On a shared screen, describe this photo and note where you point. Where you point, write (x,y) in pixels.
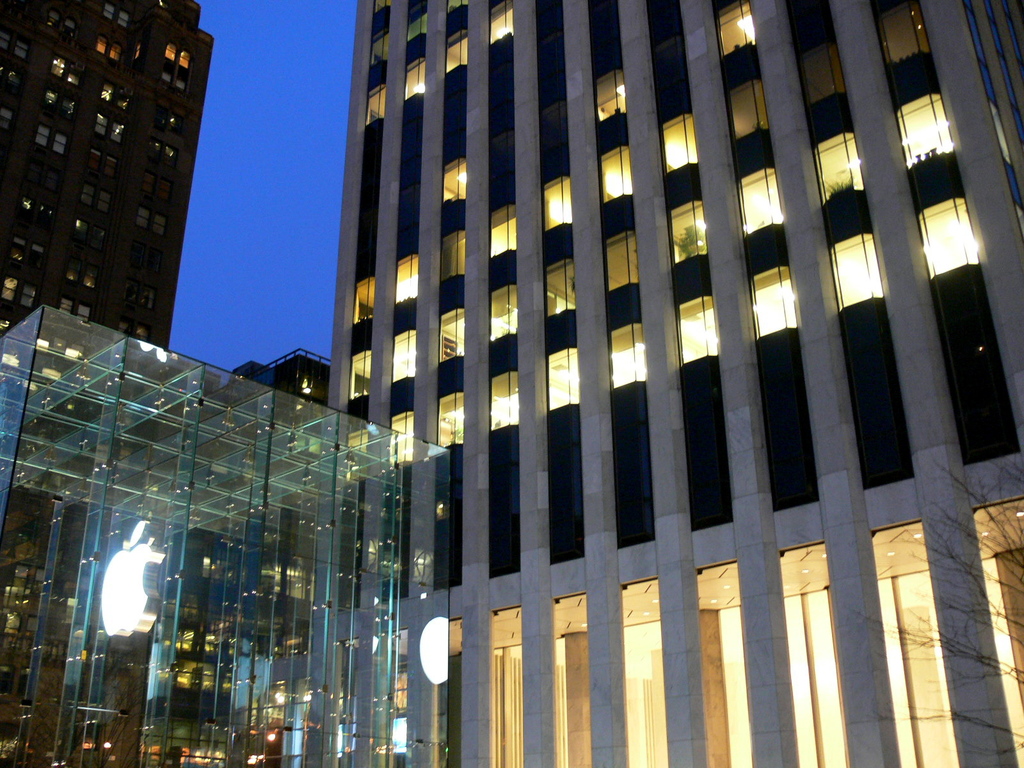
In this image we can see the buildings (229,414). We can see the light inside the buildings (299,397). At the top (274,238) we can see the sky (258,43). In the foreground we can see a logo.
